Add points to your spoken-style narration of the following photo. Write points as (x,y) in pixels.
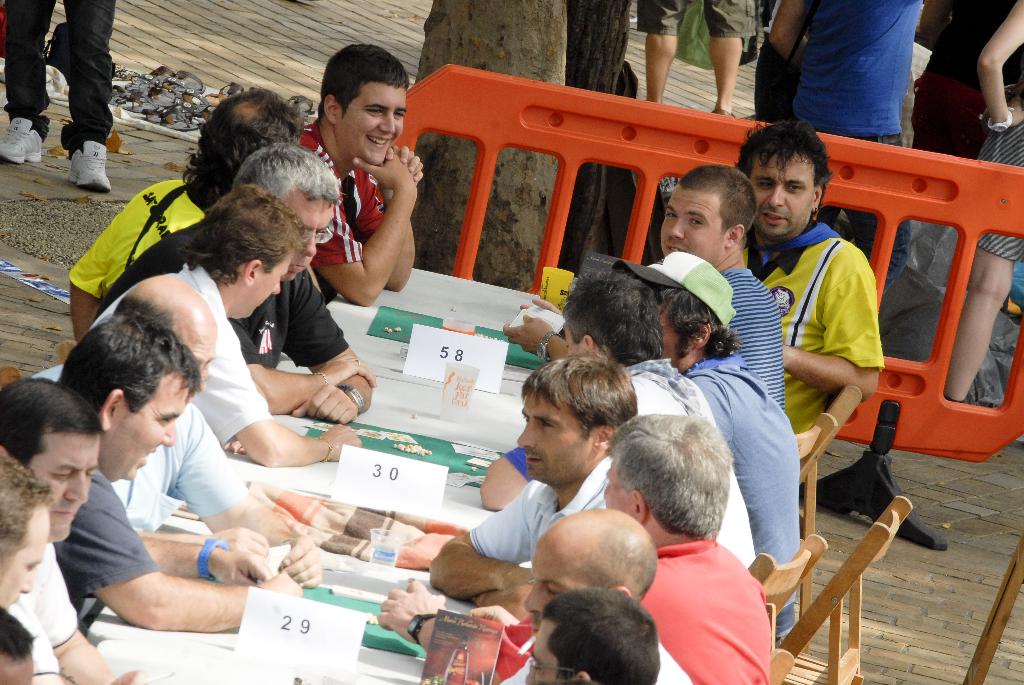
In the middle of the image (659,387) few people (750,595) are sitting on chairs (1000,626) and there is a table (180,679), on the table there are some papers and glasses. Behind them there is a fencing (485,80). At the top of the image (541,214) there is a tree (590,74) and few people (833,74) are standing and there are some foot wear (183,118).
